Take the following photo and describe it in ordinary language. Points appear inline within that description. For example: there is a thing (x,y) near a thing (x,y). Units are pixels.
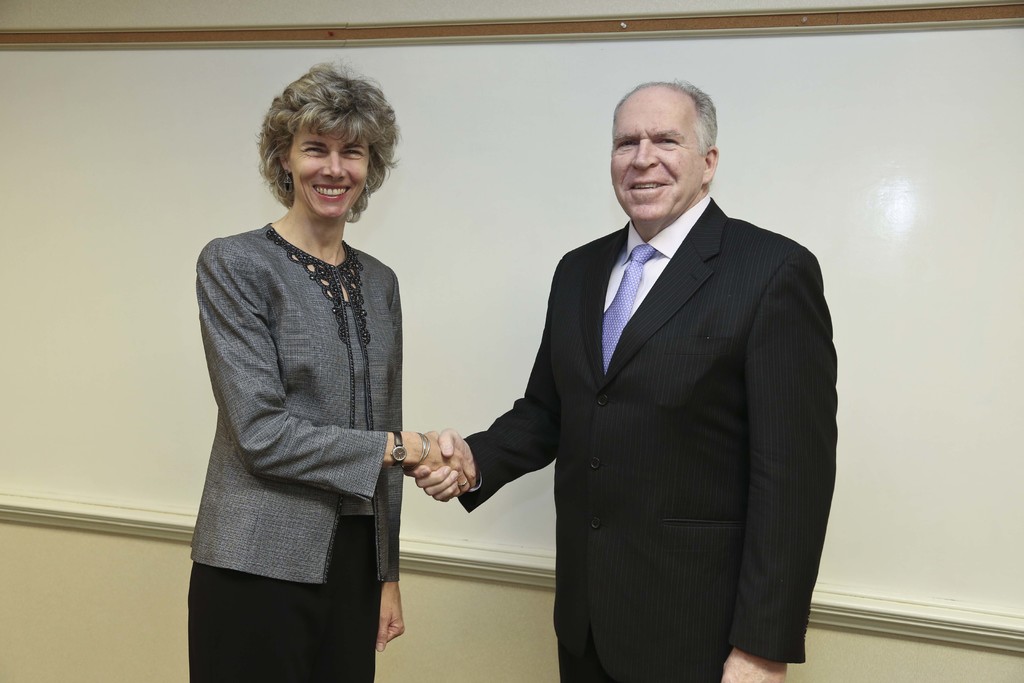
In this image I can see two people (399,607) with black, grey, white and purple color dresses (300,403). In the background (85,373) I can see the board (51,432) attached to the wall (92,613).
